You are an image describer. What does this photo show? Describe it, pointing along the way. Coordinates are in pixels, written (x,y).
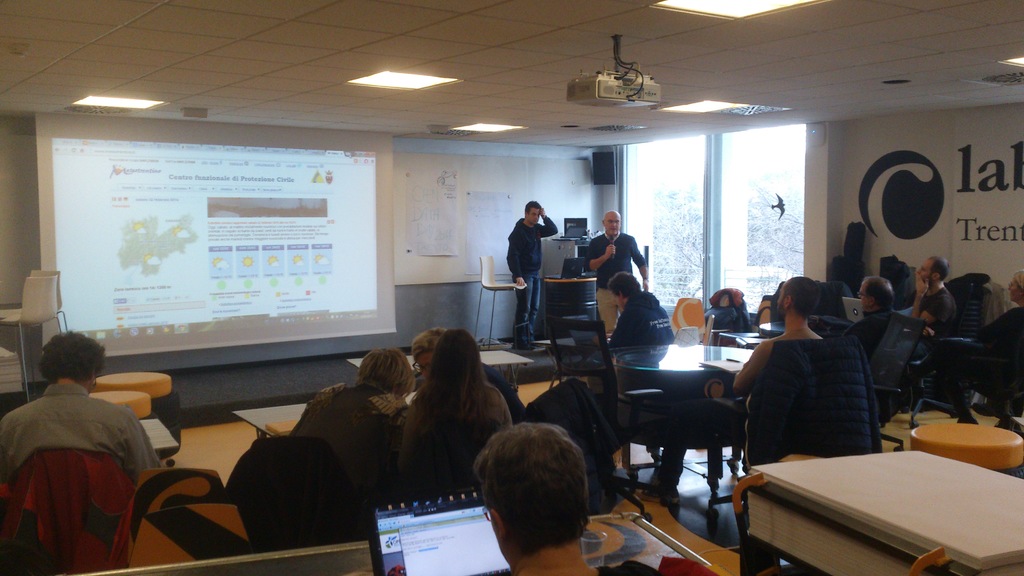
This image is taken inside a room (813,398). There are many people (506,401) in this room (889,428). In the left side of the image (138,448) few people (560,471) are sitting on the chairs (444,432). In the right side of the image (907,529) there is an empty table (921,497) and few of them are sitting on the chairs (915,323). In the background (834,199) there is a wall (452,292) with charts (492,201), projector screen (267,254) and windows (670,226). At the top of the image (876,28) there is a ceiling (351,37) with lights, two men (514,248) are standing on the dais (536,354).
